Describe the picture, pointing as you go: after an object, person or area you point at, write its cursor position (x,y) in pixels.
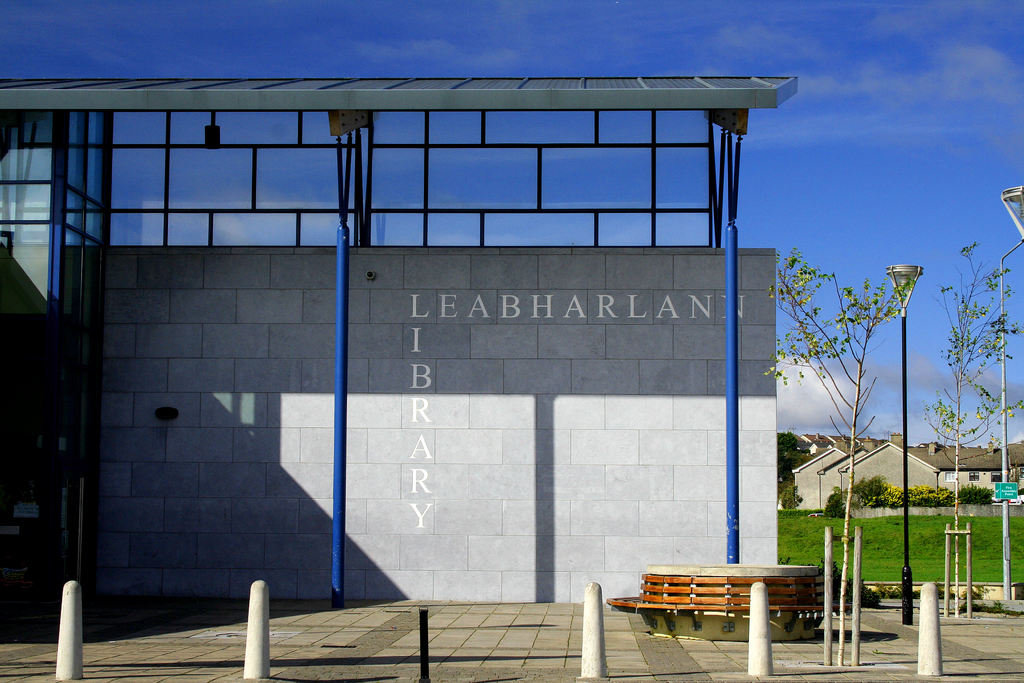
In this image I can see a wall (448,376) with some text (536,308) written on it. In the background (817,537), I can see the grass (877,540), the houses (808,493) and clouds (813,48) in the sky (559,34).
